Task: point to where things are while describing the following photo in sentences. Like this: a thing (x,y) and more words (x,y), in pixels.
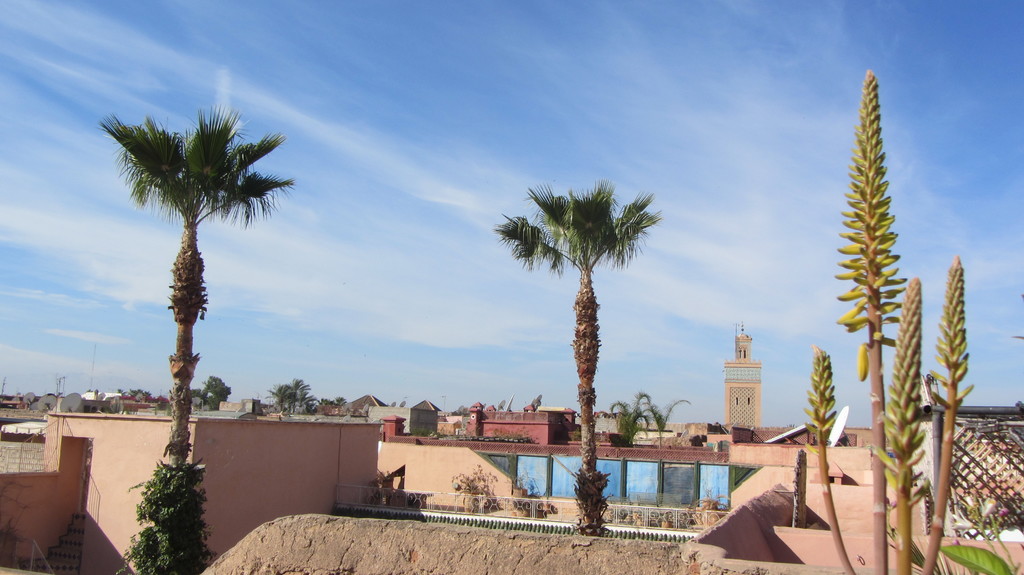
In this image we can see some houses (774,464), trees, plants (974,515), and the wall (506,532), also we can see the sky (692,140).
